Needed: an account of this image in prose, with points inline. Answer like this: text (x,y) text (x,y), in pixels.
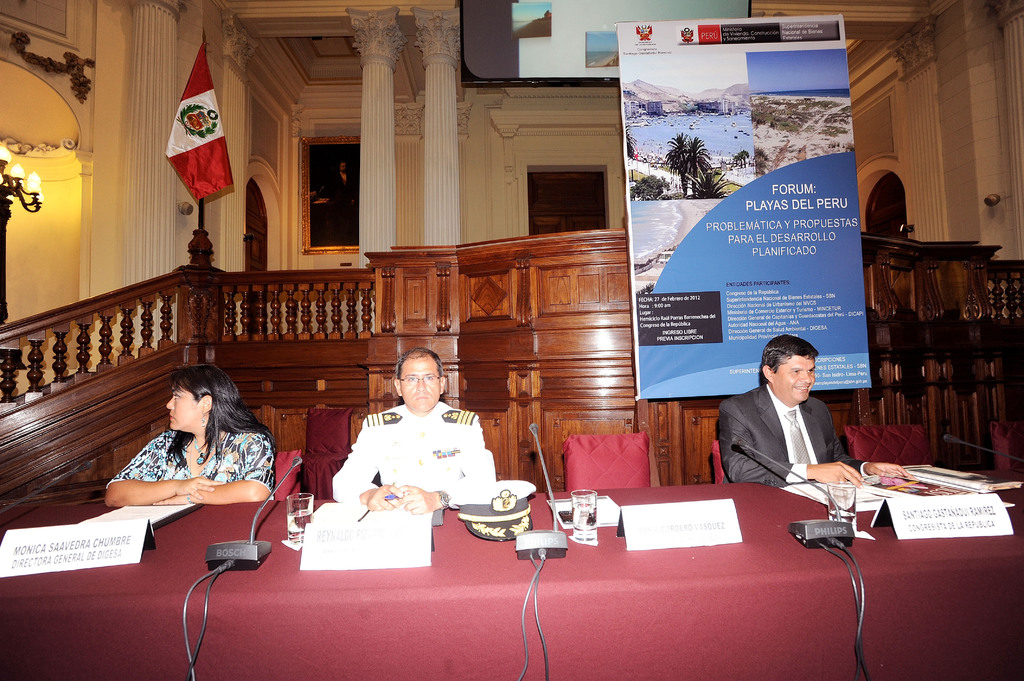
In this picture we can see three people (445,506) sitting on the chairs (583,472) in front of the table (146,565) on which there are some name plates (76,558), mikes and glass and behind them there is poster (655,274) in blue color and a flag (194,168) in red color.
